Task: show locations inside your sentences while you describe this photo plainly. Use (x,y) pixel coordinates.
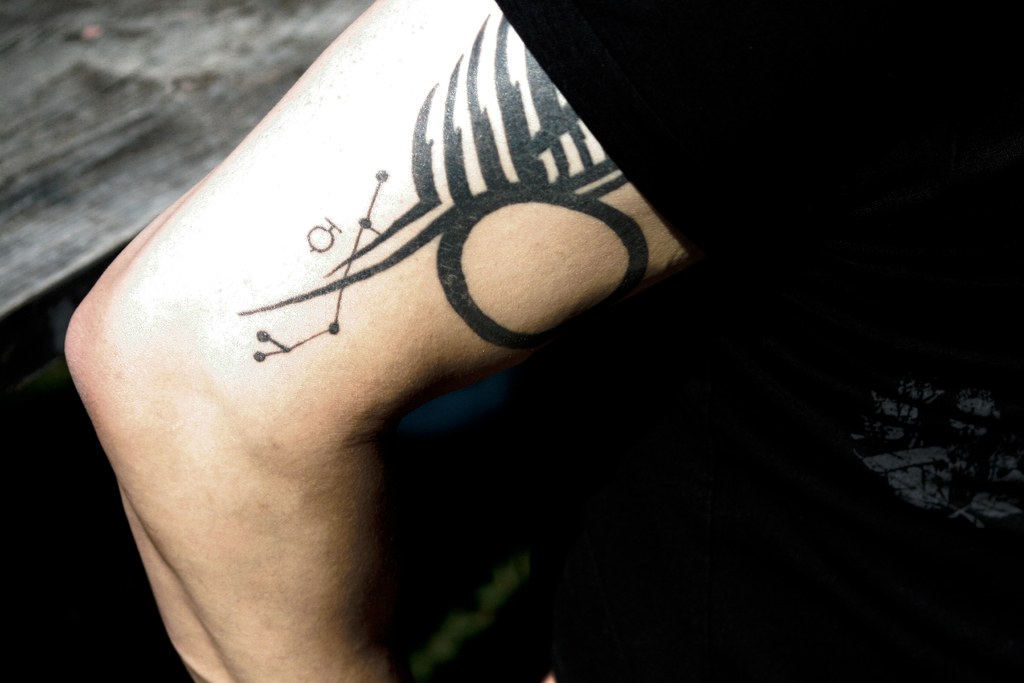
In this image we can see tattoo (539,310) on the hand (475,342) of a person (620,338).
